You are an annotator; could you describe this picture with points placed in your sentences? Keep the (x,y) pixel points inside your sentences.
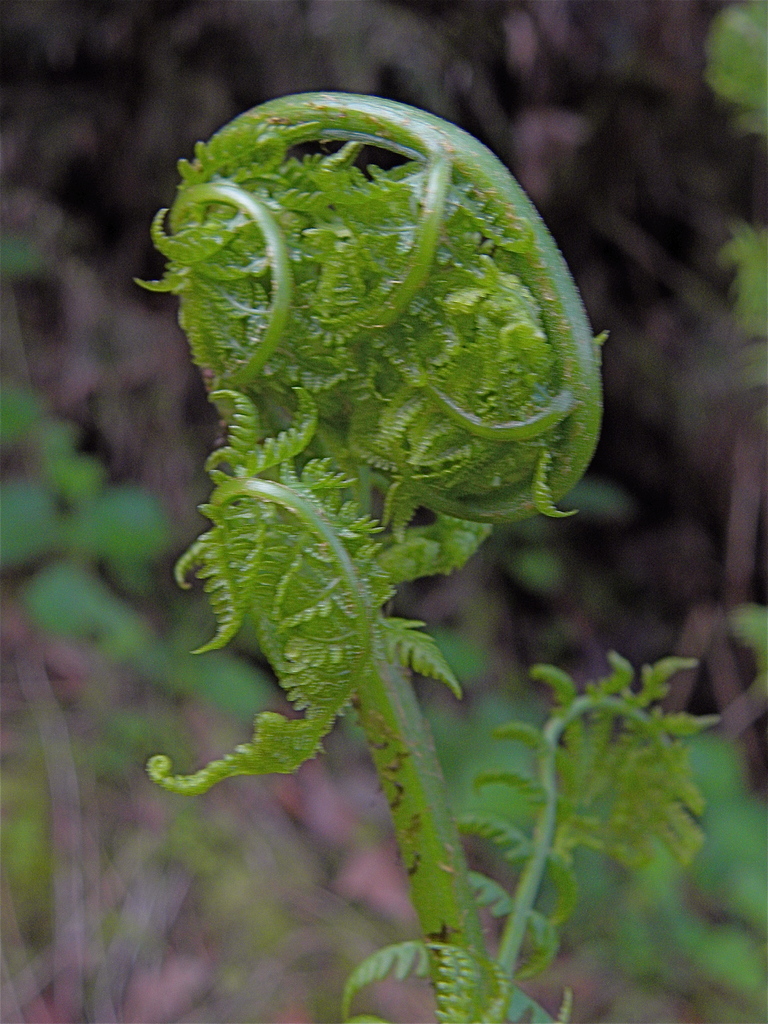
In this image in the foreground (404,237) there is plant (374,660), and there is blurry background (75,74).
